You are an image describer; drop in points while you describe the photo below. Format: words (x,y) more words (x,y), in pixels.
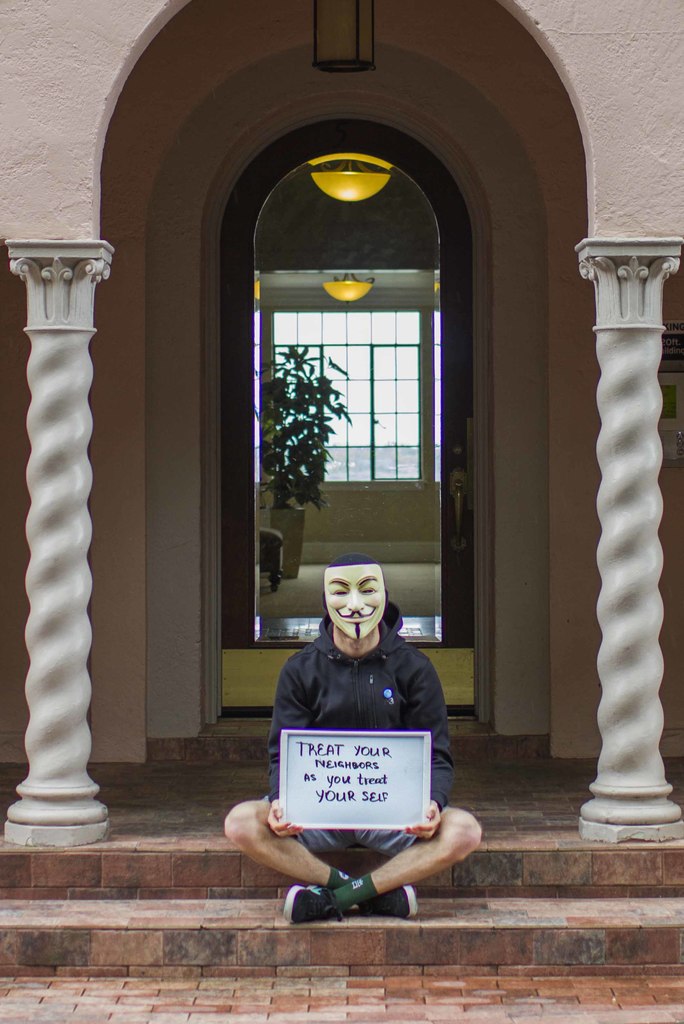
In the center of the image (305,660) there is a person (341,574) wearing a mask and he is holding the placard (349,802). Behind him there are pillars (630,579). There is a door (398,522). There are plants (294,454), lights (368,170). There is a window (401,425). In front of the building (357,242) there are stairs (553,970).
